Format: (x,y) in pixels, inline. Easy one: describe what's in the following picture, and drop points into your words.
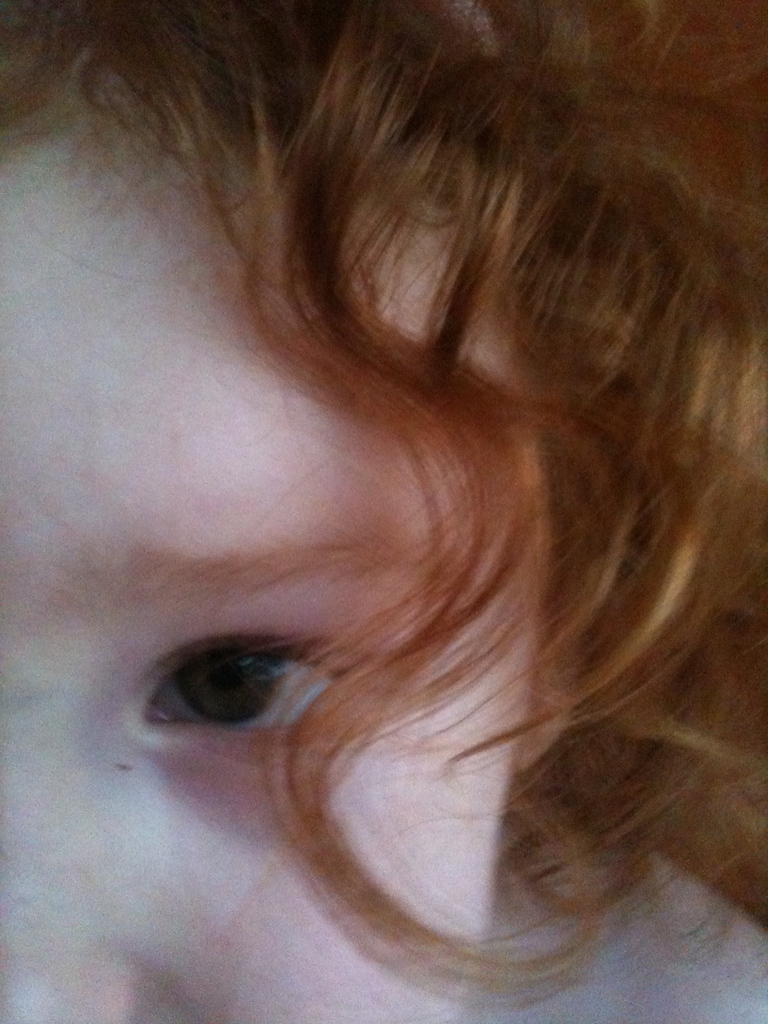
In this picture there is a baby (281,523) with red hair (436,383).
